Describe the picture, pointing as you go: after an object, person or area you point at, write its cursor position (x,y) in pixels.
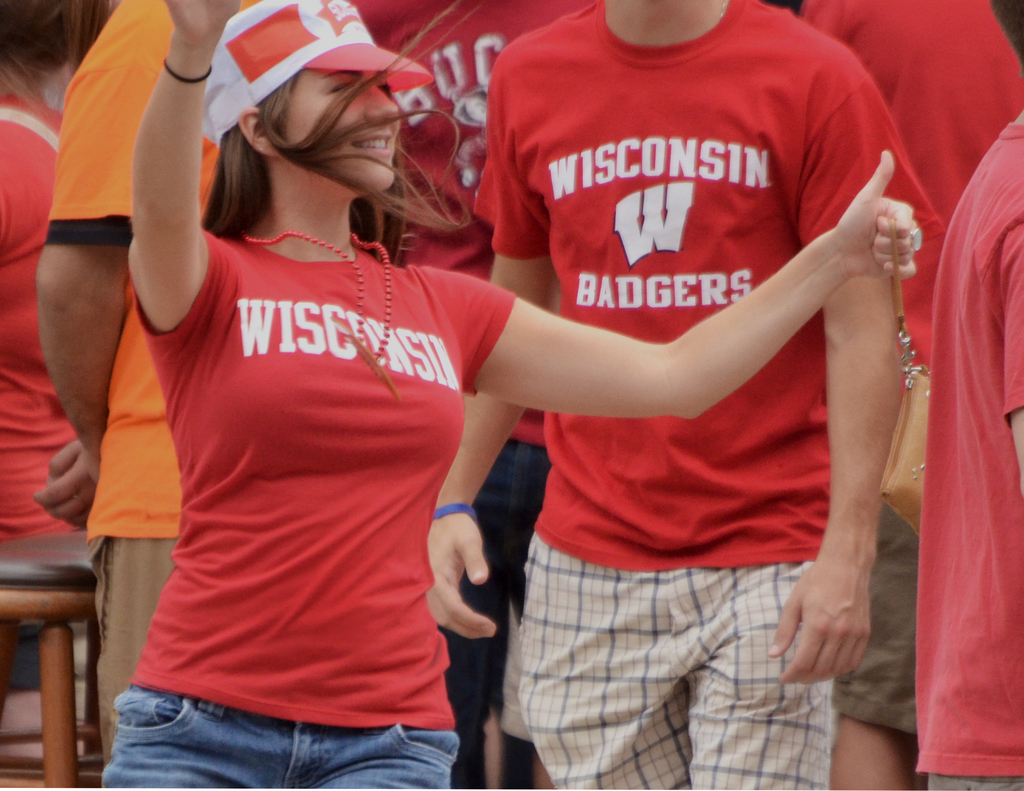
In the picture I can see a group of people (632,396) among them the woman (429,322) in the front (421,414) is wearing a cap (284,58), red color T-shirt (366,324) and jeans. In the background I can see some objects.
